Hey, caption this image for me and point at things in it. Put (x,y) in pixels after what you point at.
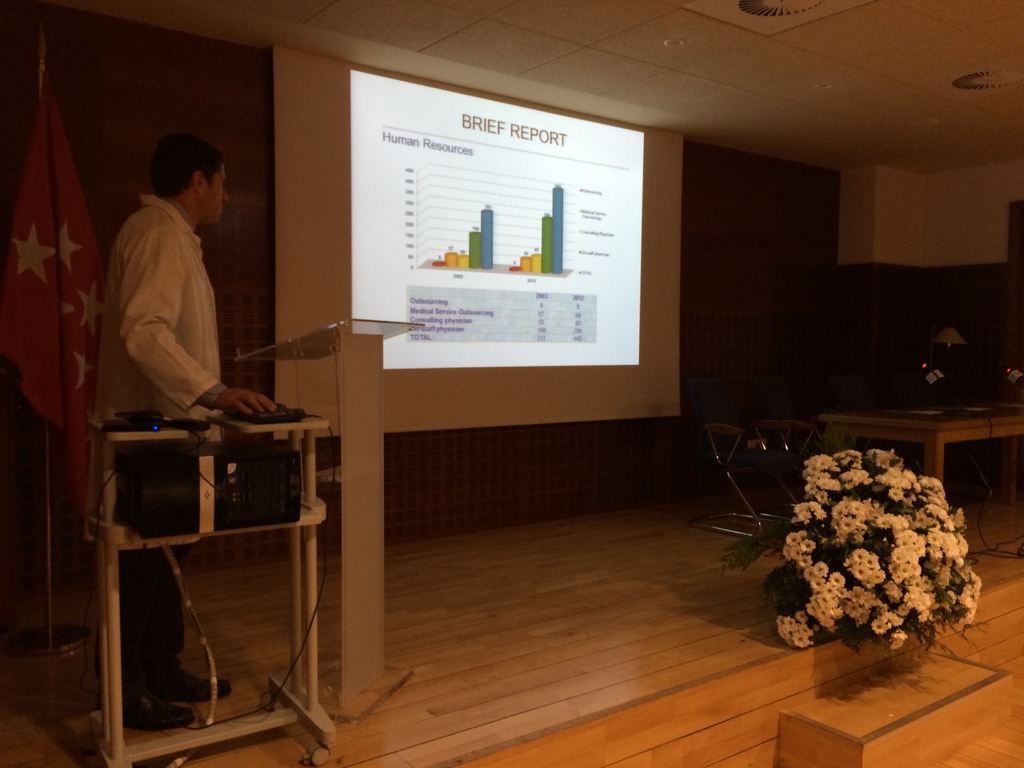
In the image we can see there is a man (197,183) who is standing on the stage (441,578) and there is a screen (397,268) on the wall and in front of it there is a bouquet (914,542) of flowers (835,573) and behind the man (156,296) there is a flag (89,346).
